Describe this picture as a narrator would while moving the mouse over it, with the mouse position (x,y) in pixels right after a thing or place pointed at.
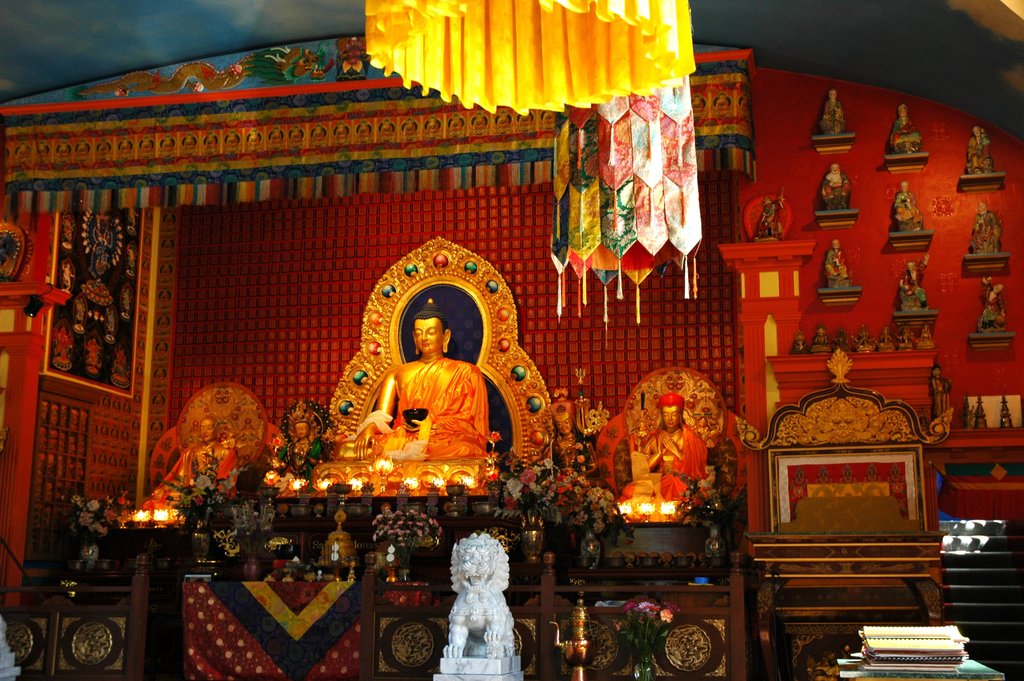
In this image I can see a Buddha statue (449,413) which is orange. I can few statues (657,453), lights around and red color background (880,296). I can see a colorful cloth (581,124).
